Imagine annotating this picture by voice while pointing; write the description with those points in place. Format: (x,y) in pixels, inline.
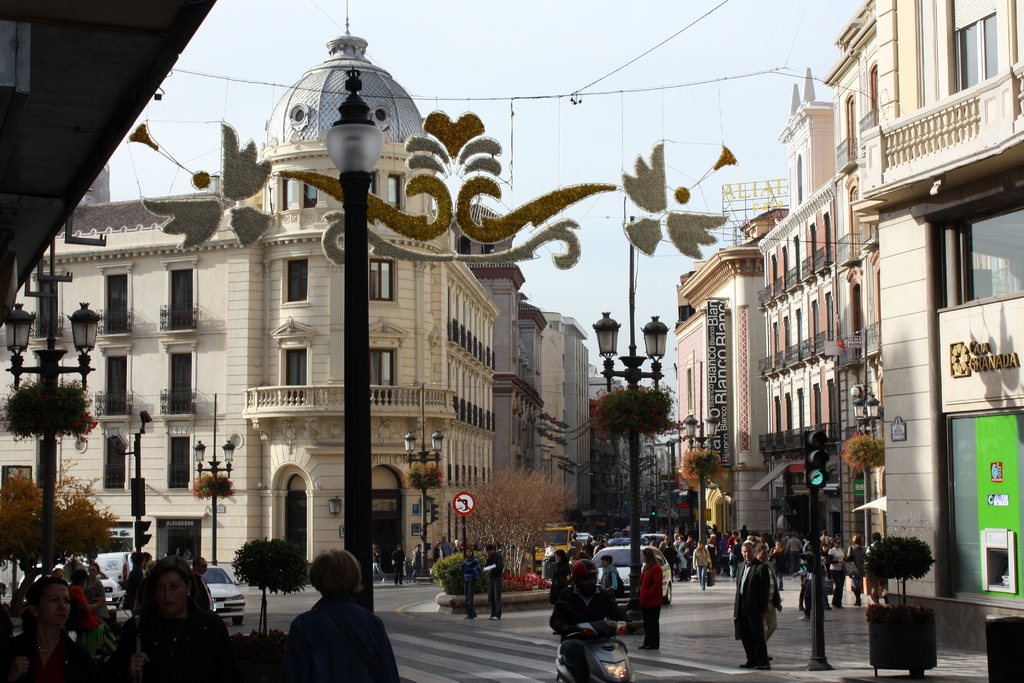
In the foreground of this image (459,633), there are few people (197,611) on the side path (707,587) and we can also see few poles (703,528), vehicles (222,578) moving on the road (633,670), a sign board (455,503), trees (518,521) and buildings (390,339). At the top (588,25), there are cables (621,65) and the sky (512,49).
